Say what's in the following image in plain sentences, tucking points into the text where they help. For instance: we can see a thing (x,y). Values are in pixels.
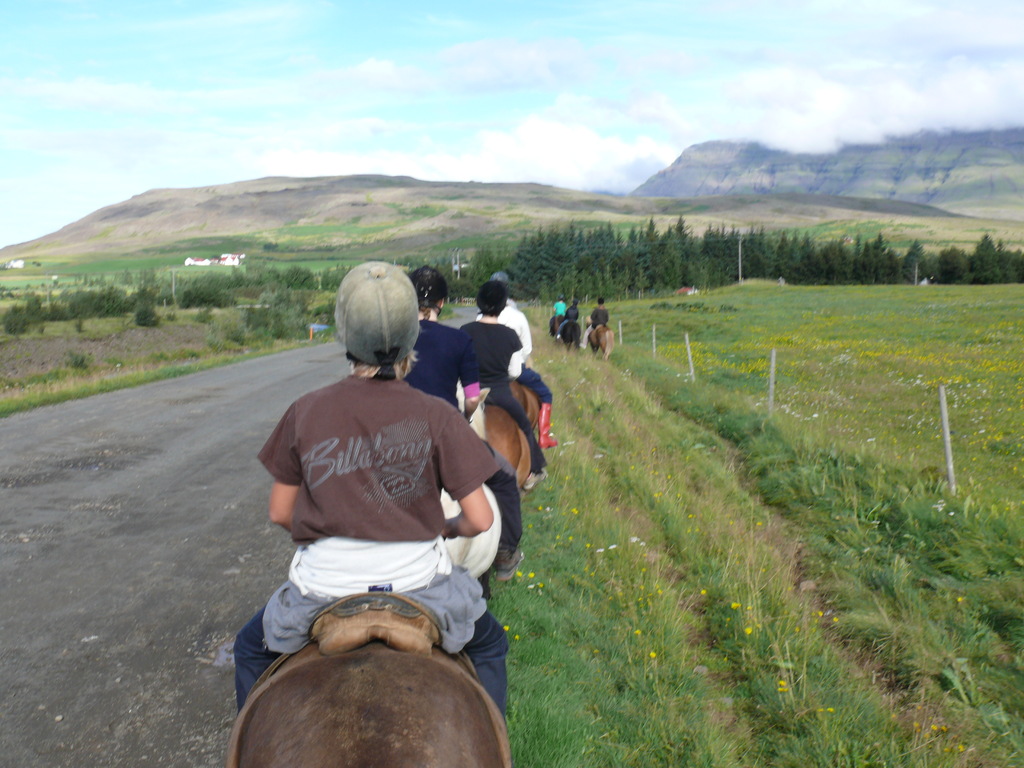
In this picture I can see In the middle (343,470) few persons (342,454) are sitting on the animals (384,703), on the left side (243,425) there is the road (206,454). In the background (681,275) I can see there are trees (516,250) and hills (339,259).
